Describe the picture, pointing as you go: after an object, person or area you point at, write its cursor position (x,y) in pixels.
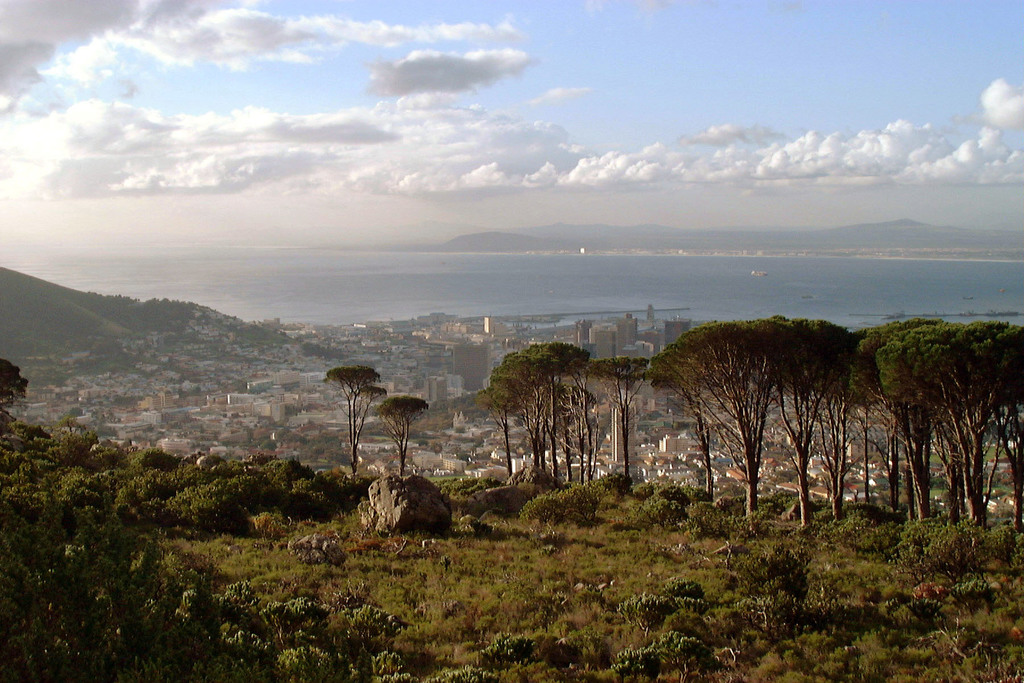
In this picture we can see few plants (412,553), trees (803,449) and buildings (193,430), in the background (512,278) we can find water (563,267), hills (650,249) and clouds (467,155).
